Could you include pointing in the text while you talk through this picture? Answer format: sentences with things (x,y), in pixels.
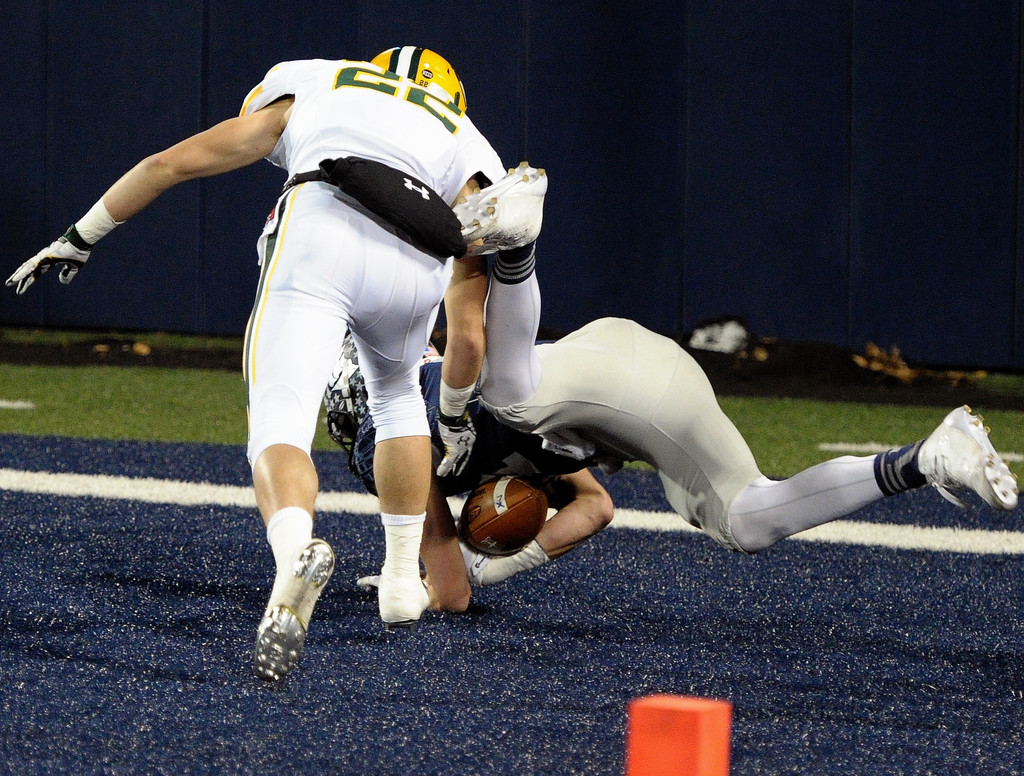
In this picture there are people (566,428) in the center of the image (387,468), they are playing and there is grassland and a curtain (786,203) in the background area of the image (725,245).
